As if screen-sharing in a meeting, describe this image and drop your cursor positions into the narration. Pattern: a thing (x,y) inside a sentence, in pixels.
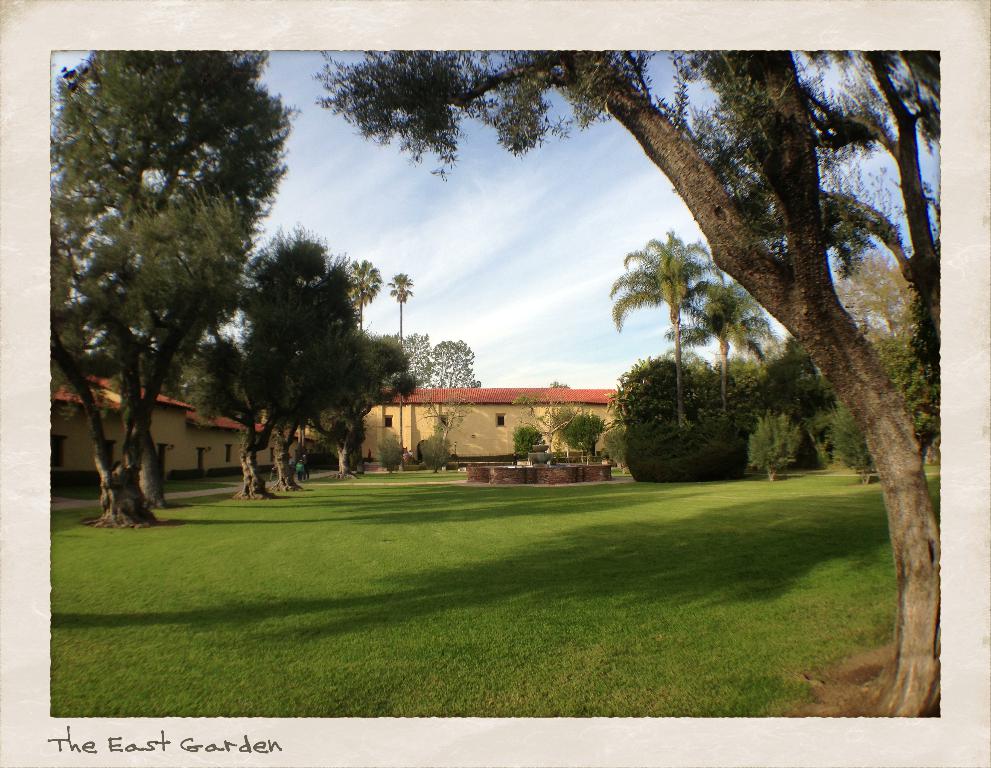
In this image I can see an open grass ground (465,536) and on it I can see number of trees (151,459). In the background (380,421) I can see few buildings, clouds (492,245) and the sky (323,167). On the bottom left side of this image (245,748) I can see something is written.
